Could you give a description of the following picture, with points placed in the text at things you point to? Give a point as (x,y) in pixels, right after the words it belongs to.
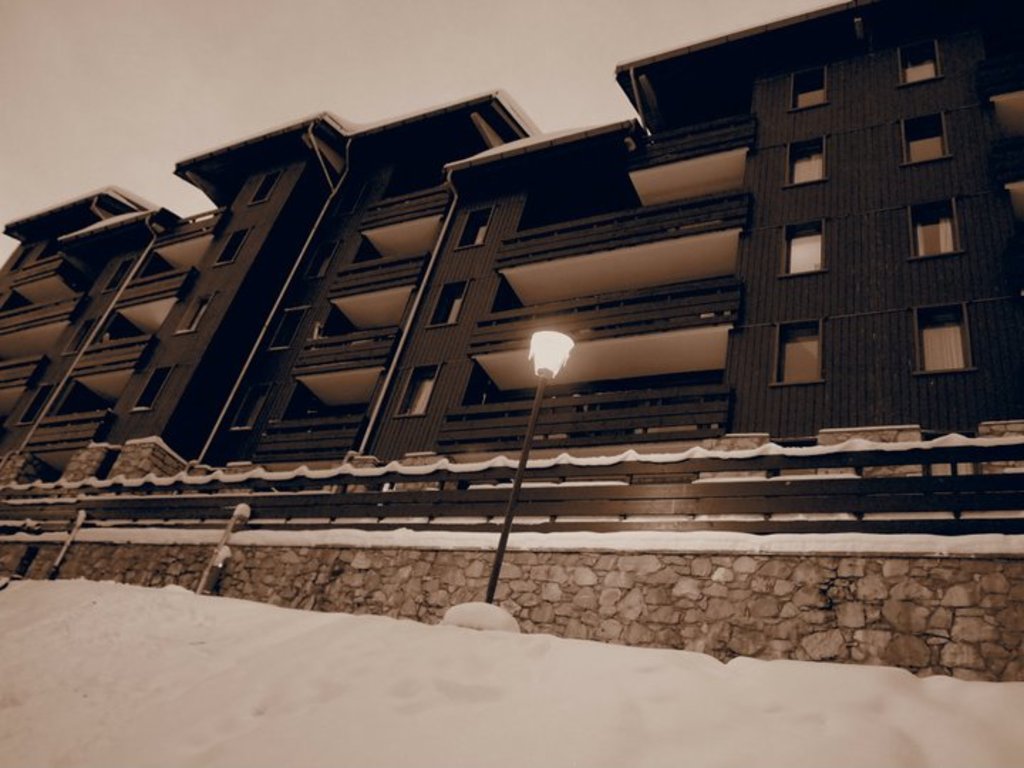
This image is taken outdoors. At the bottom of the image (161,684) there is a ground (126,678) covered with snow (342,705). In the middle of the image (512,370) there are a few buildings (258,356) with walls (404,374), windows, balconies (620,388) and doors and there is a street light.
